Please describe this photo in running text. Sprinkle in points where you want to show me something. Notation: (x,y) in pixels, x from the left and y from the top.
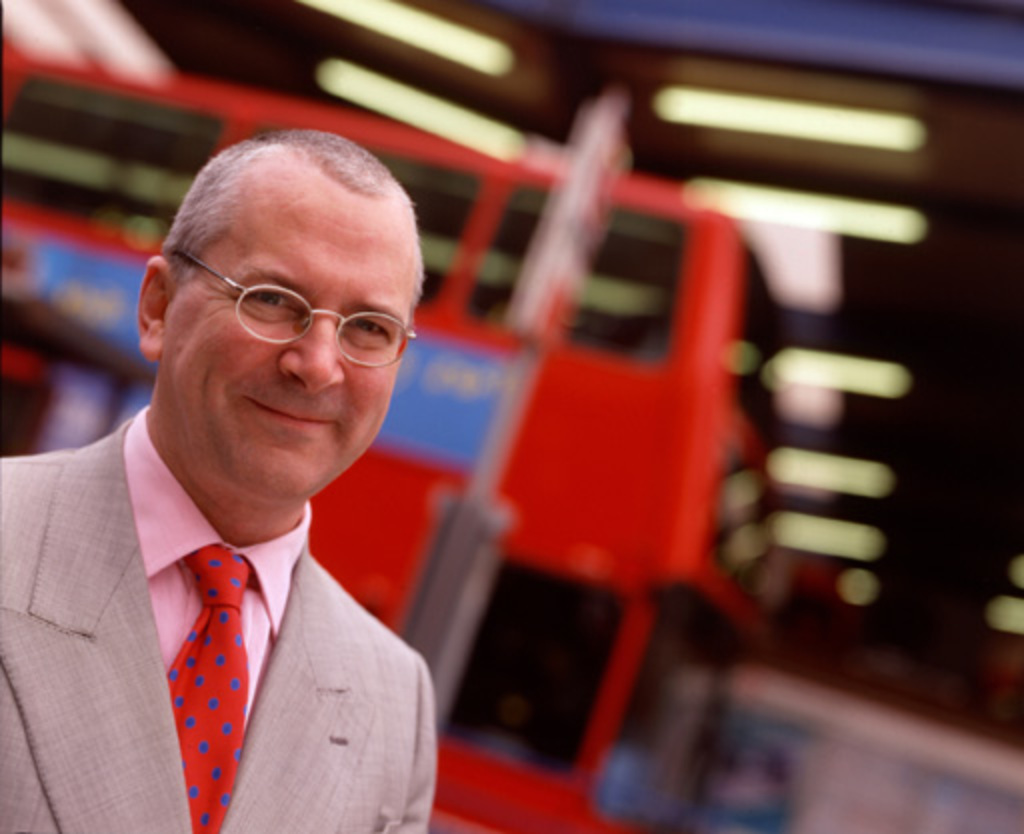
In this image we can see a man (177,385) smiling. In the background (455,125) there are electric lights (875,553), advertisements (579,148) to the pole (474,611) and a motor vehicle (518,434).
